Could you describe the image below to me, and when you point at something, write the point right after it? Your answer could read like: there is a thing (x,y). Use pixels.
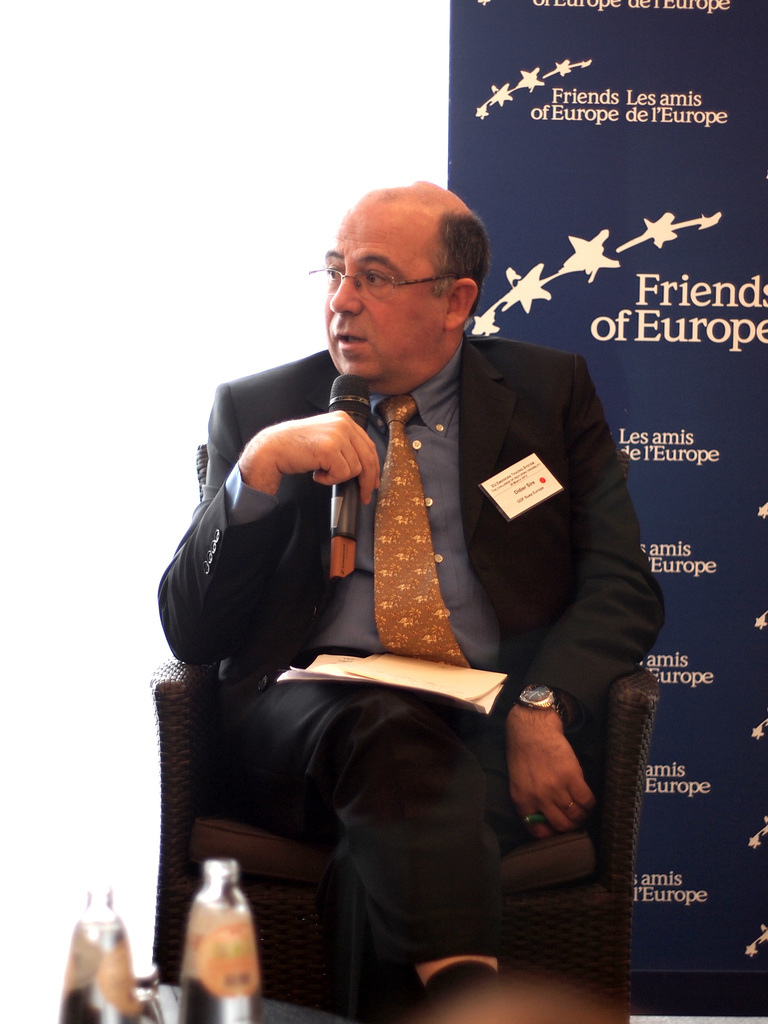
In the foreground of the image (400,416), there is a person (557,782) sitting on the chair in suit (479,510) and talking in the mike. In front of him there is a table (278,1011) on which bottles (244,974) are kept. In the background (456,53), there is a board (670,210) half visible and a wall (155,206) of white in color. This image is taken inside a hall (299,148).
